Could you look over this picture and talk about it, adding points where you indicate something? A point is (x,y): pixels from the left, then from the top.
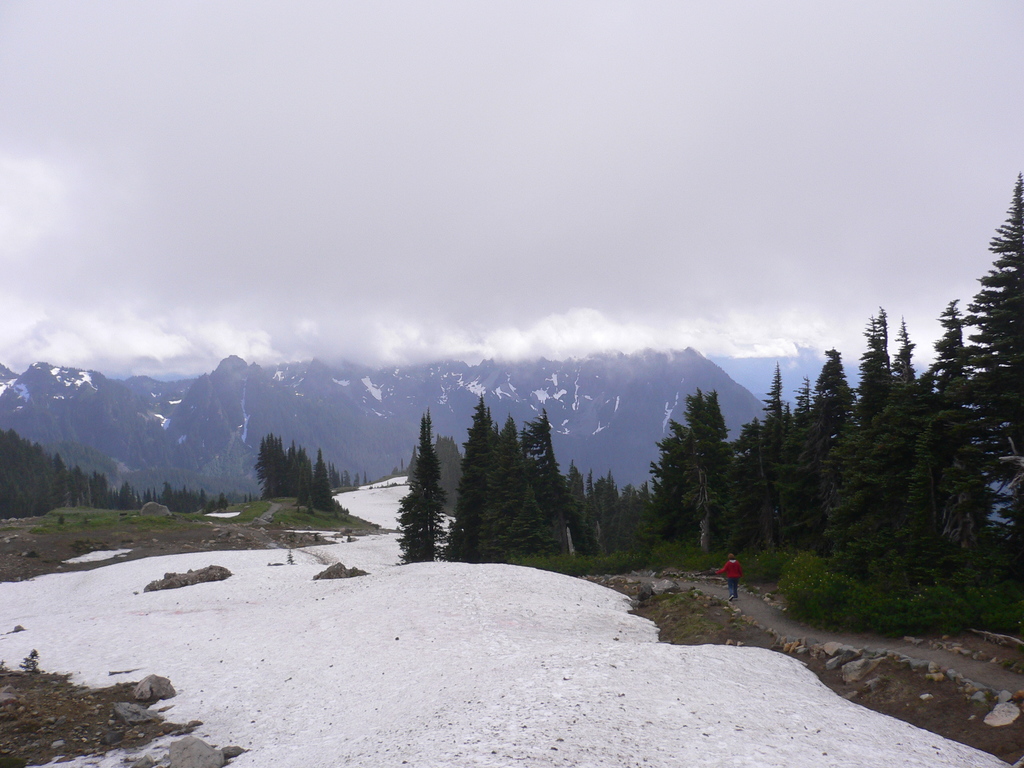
Bottom of the image (573,766) there are some trees (436,468) and hills (622,682) and stones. In the middle of the image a person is walking. Top of the image (865,41) there are some hills (486,400) and clouds (472,277) and sky (702,242).
